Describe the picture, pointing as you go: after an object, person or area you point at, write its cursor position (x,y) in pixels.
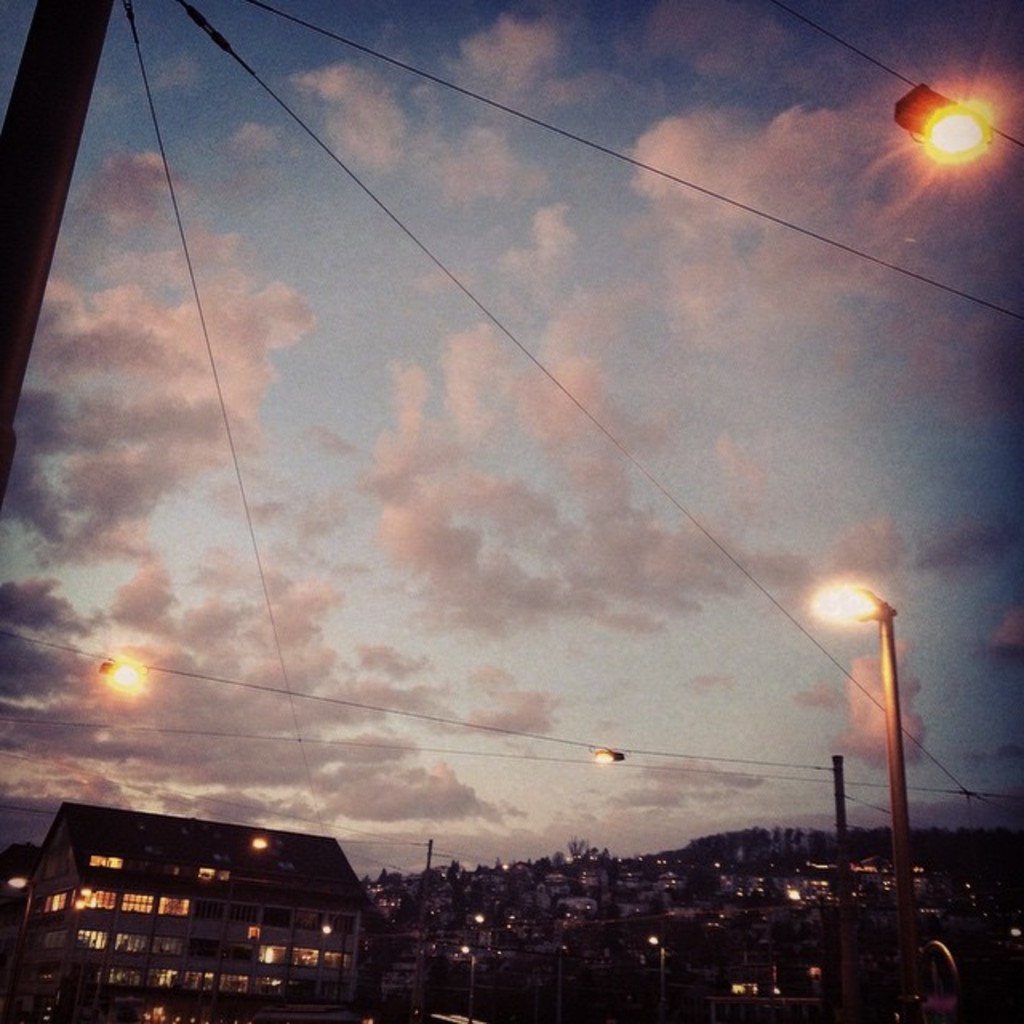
In this image we can see sky (419,487) with clouds (824,226), electric lights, electric cables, electric poles (842,924), buildings (248,928) and grills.
